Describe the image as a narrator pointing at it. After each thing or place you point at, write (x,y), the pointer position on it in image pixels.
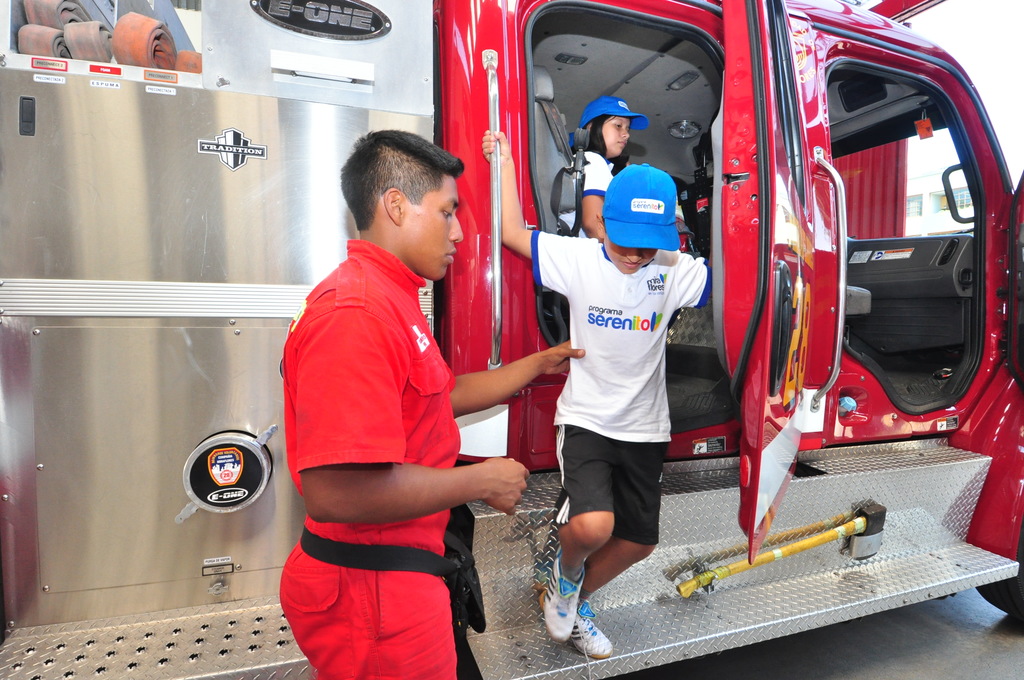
Here a man (369,631) is standing. He wear a red color dress (419,426) and beside of him a boy (635,385) is moving out from the fire engine (749,27) behind him there is an another girl (604,195) sitting in the fire engine (705,80). She wears a cap (605,100), white color t-shirt (588,181).
